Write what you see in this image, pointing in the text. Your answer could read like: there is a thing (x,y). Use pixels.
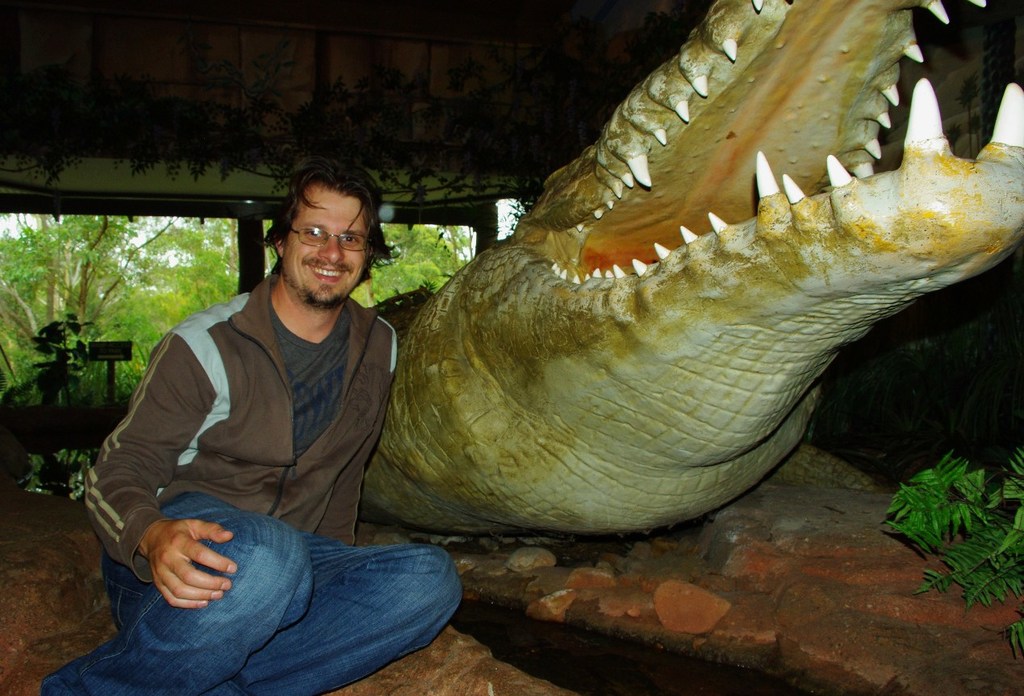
On the left side (305,468) there is a person (259,543) sitting and wearing a specs (309,230). Near to him there is a statue (552,348) of a crocodile (552,348) on a rock (524,561). On the right side (990,509) there is a plant (970,478). In the background (211,279) there are trees (212,292). At the top (301,110) there is a wall (255,92) with paintings (246,103). Also there are pillars (483,240).
